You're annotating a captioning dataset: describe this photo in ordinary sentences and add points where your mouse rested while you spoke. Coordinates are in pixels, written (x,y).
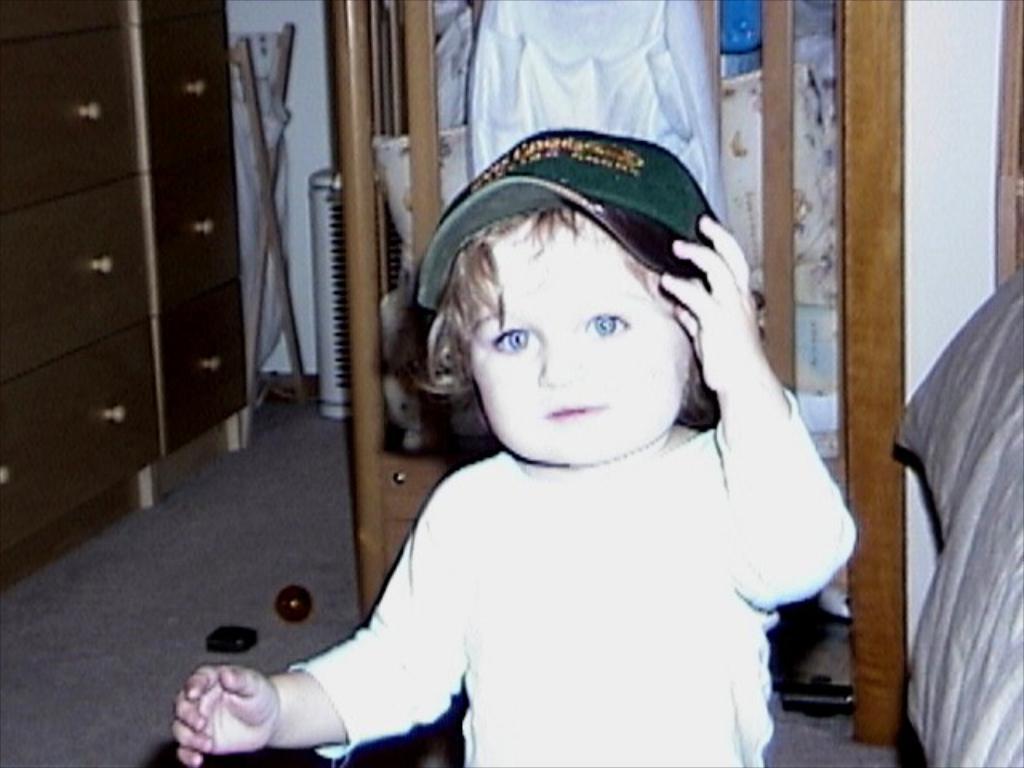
In the center of the image (526,453) we can see a kid (651,582) wearing a cap (552,182). In the background (148,394) there are cupboards (183,212) and we can see a stand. There is a crib (375,243). On the right (958,482) we can see a cloth (965,442). There is a bag (593,92).
